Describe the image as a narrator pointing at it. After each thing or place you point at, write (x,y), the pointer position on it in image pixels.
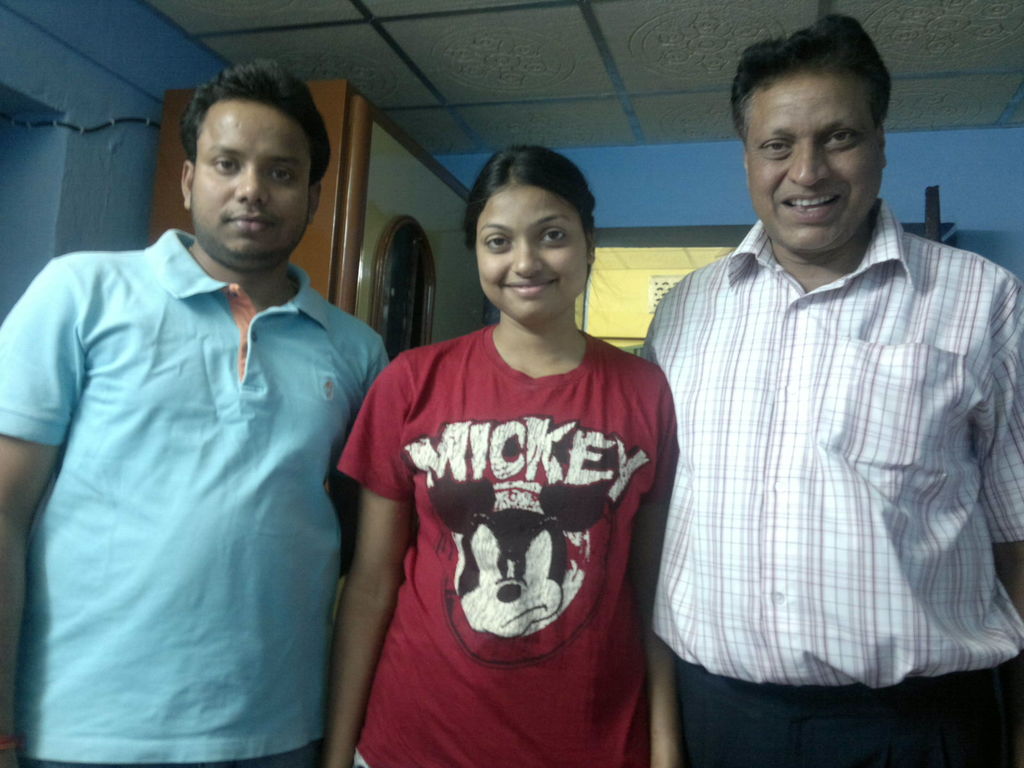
In the picture there are three people (611,446), two men (683,407) and a woman (427,480) standing and posing for the photo in a room (505,140). Behind them there is a cabinet (361,130) and beside that there is a blue color wall (725,190).
